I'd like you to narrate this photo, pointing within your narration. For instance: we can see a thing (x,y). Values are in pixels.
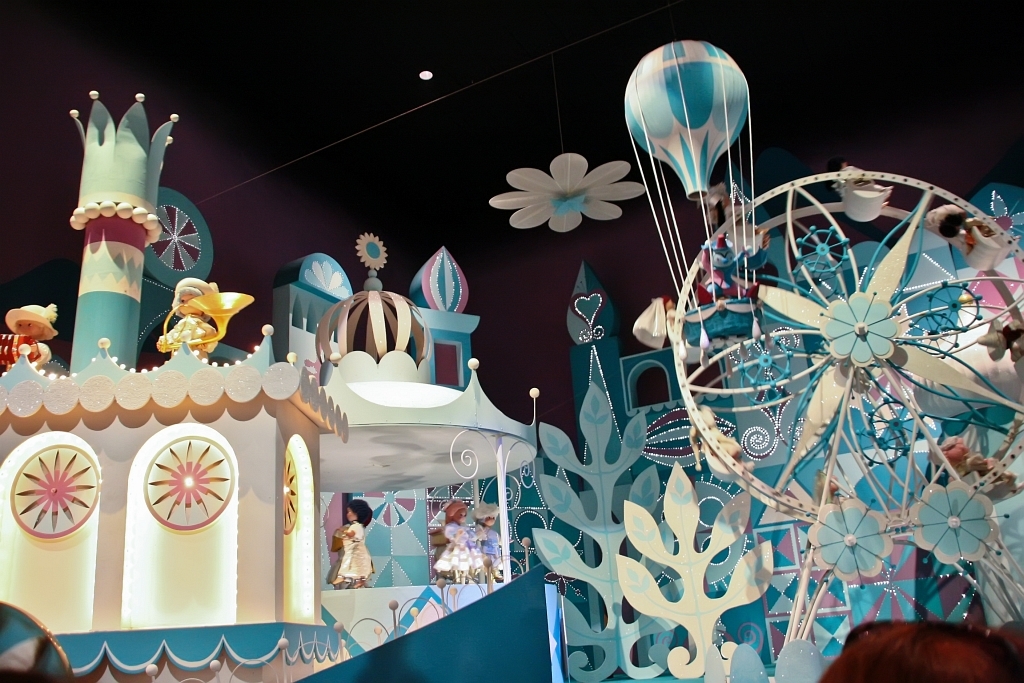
In this image we can see toys (363,527) and depictions (955,542) of rides (941,547), hot air balloon (693,93) and other objects (503,449).
